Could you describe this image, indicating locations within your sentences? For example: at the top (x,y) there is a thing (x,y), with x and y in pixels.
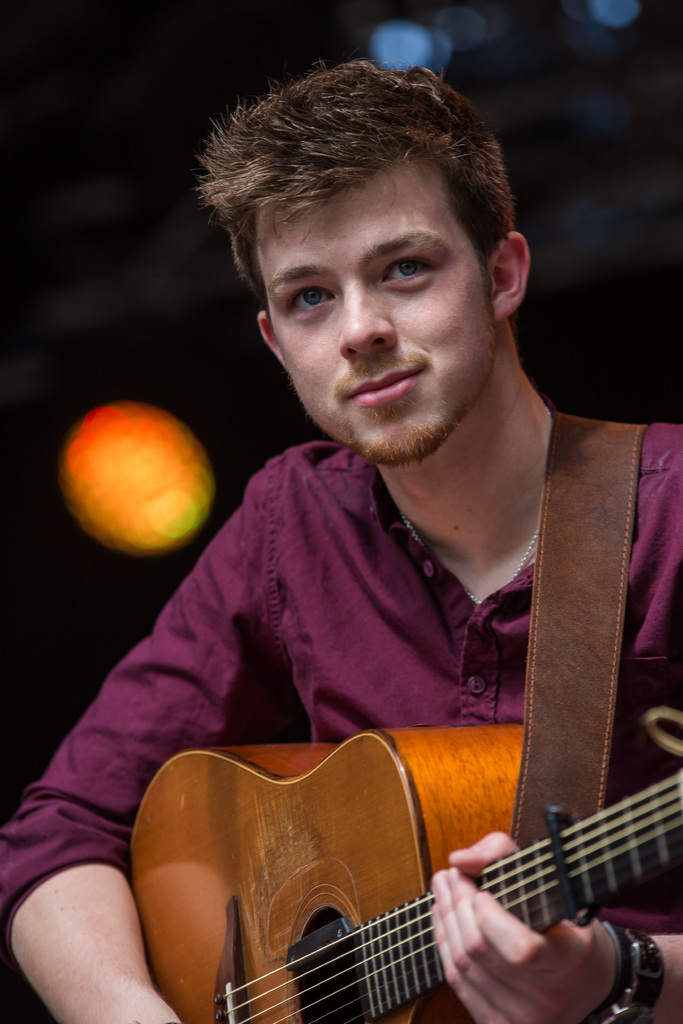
In this picture there is a boy (665,482) who is sitting by holding the guitar (202,879) in his hands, there are spotlights (117,430) behind the boy (13,933) and the color of his hair (320,159) is brown.
